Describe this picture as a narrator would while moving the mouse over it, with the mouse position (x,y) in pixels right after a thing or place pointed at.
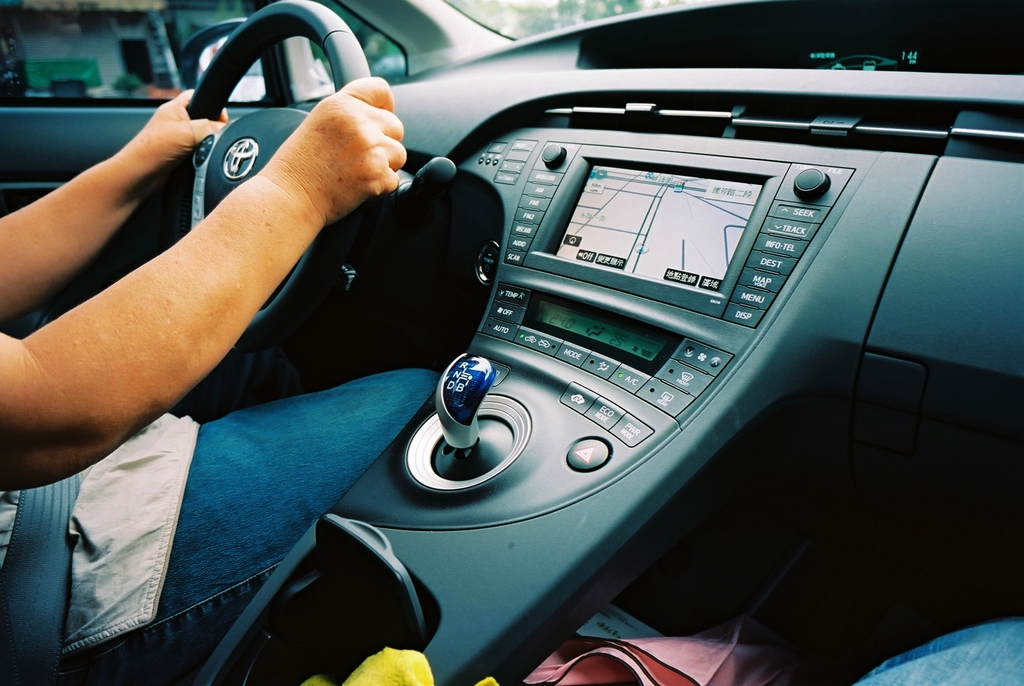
In this picture we can see a person's hands (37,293) holding a steering (353,62) of a vehicle (464,192) and in the background (70,53) we can see a shed (91,47), trees (588,10).
